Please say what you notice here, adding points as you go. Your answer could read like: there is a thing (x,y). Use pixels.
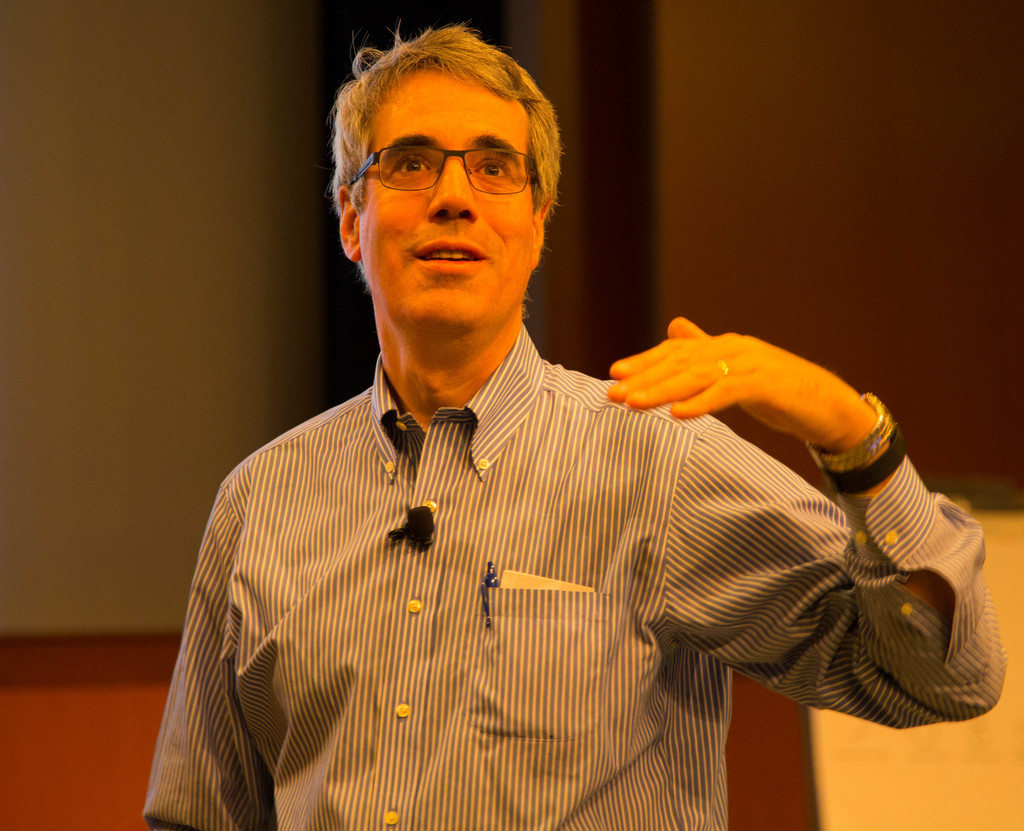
In this image, we can see a person (436,445) wearing clothes (471,481) and spectacles (493,166). In the background (261,240), image is blurred.
